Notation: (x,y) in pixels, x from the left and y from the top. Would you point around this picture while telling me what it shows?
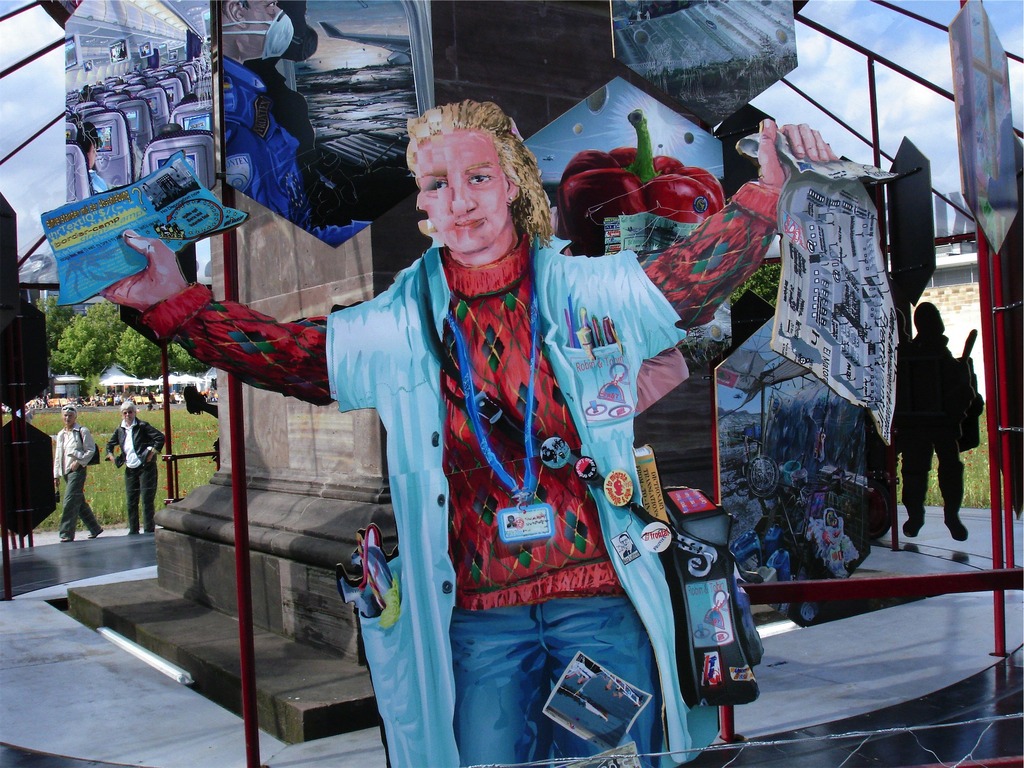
In this image I can see the cut out (595,499) of the person (595,499) holding few objects (808,272). In the background (201,402) I can see few persons (151,453), few boards (919,258), few metal rods (1006,433), few trees (112,316), a huge pole (495,6), few buildings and the sky (892,78).
